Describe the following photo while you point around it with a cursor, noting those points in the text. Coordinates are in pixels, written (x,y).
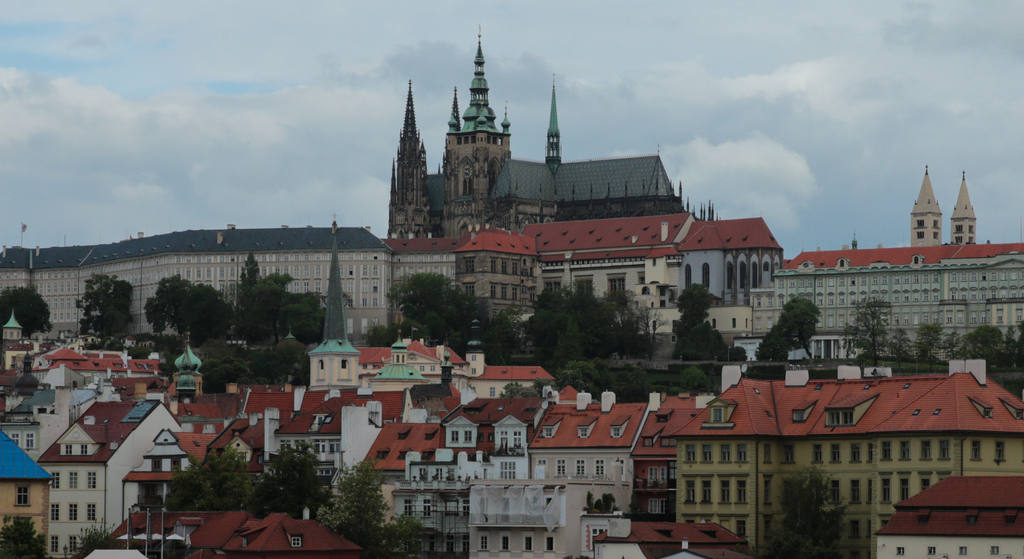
In this picture we can see trees (443,309), buildings (336,422) with windows (583,465), some objects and in the background (439,77) we can see the sky (600,71) with clouds (332,91).
